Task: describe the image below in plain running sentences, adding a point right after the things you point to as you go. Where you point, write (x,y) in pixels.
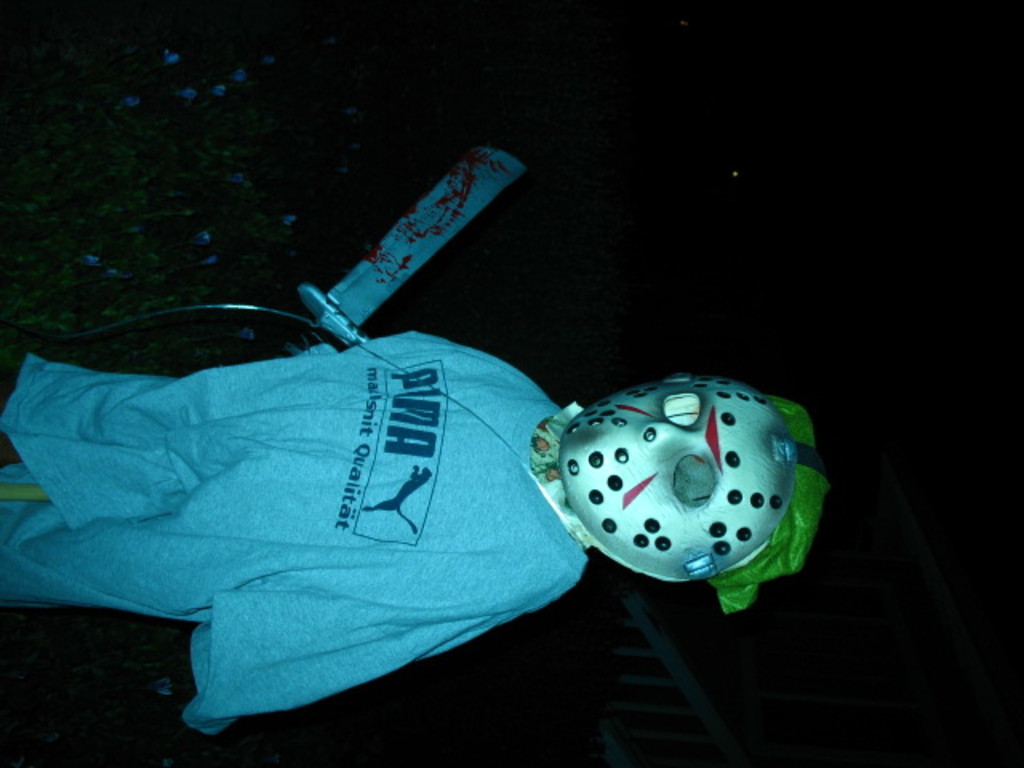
In this image there is a statue (324,479) with costumes (376,516) and in the background (196,163) there are leaves (201,150) and there is an object (428,234) which is white in colour.
